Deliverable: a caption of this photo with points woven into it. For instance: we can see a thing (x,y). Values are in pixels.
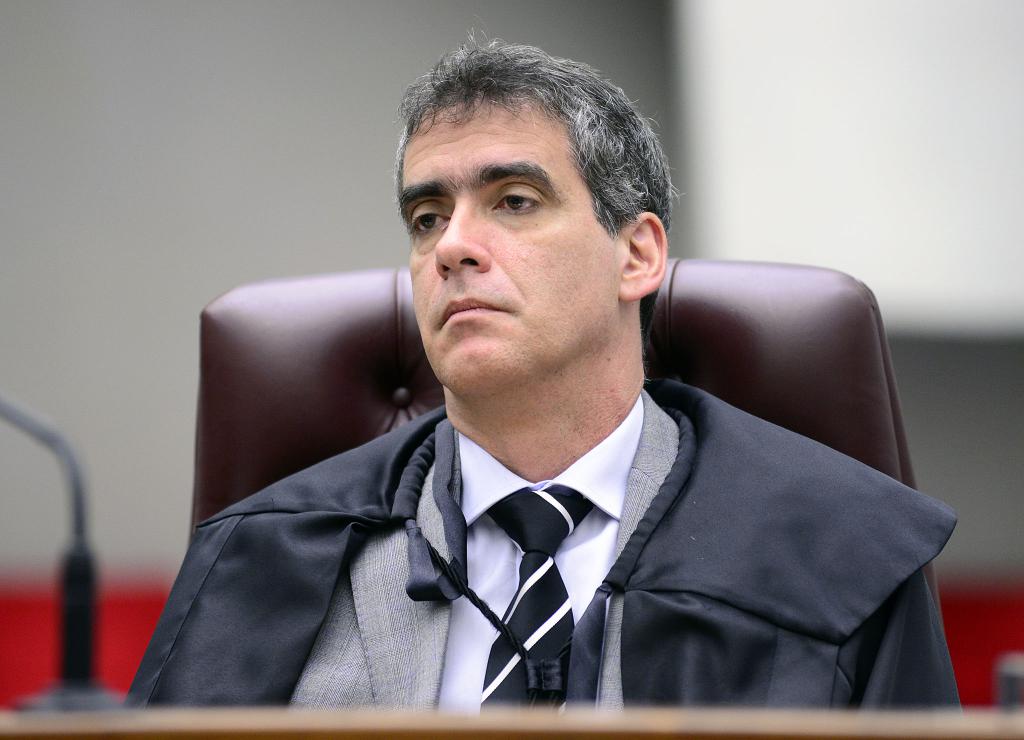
Here we can see a man (640,555) is sitting on a chair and on the left (82,523) there is a stand (78,538) on a platform (835,731). In the background (61,543) the image is blur but we can see a wall (72,231) and a board (779,90).
